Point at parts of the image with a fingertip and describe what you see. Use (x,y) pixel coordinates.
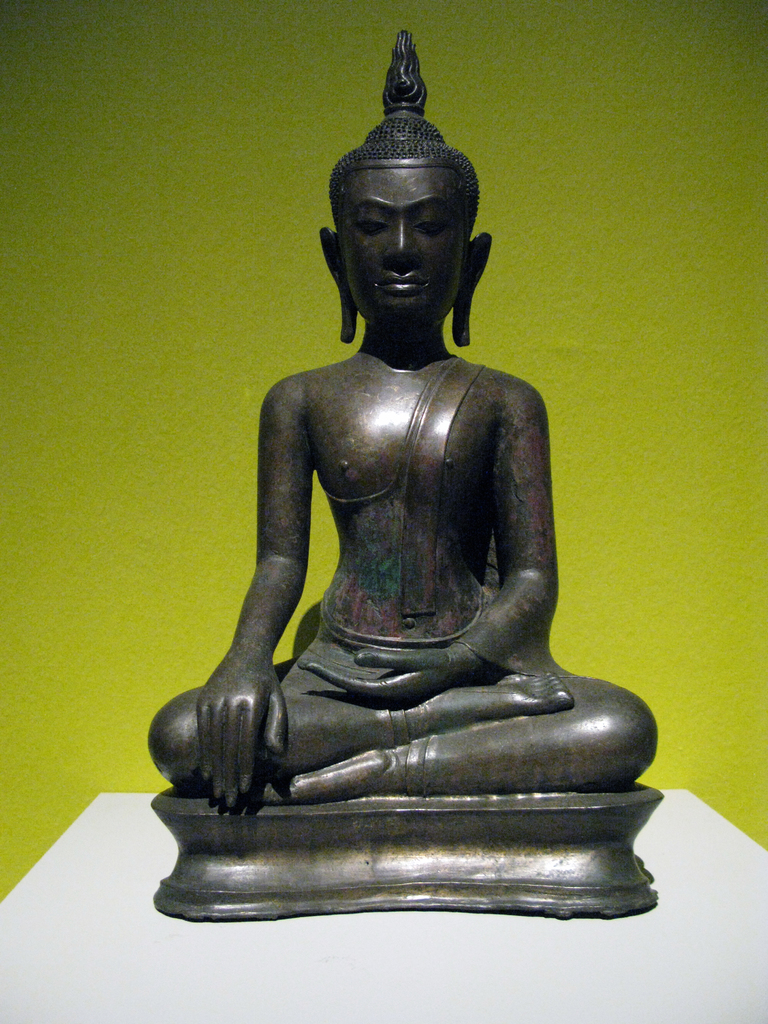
In this image on a stand (332,930) there is a statue (383,385). In the background (220,136) there is a yellow wall (591,584).
